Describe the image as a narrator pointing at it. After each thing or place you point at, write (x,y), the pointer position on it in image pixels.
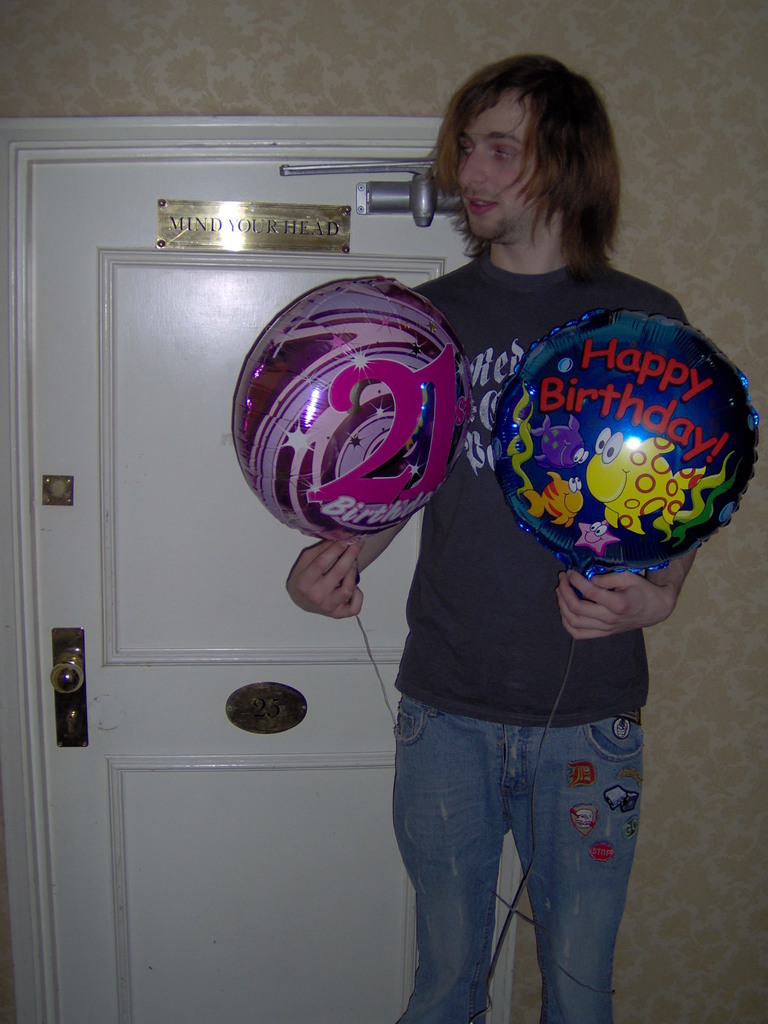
In this image I can see a person (437,828) is holding balloons (386,423). In the background of the image (722,231) there is a wall (316,74), door (186,285) and boards (337,224).
